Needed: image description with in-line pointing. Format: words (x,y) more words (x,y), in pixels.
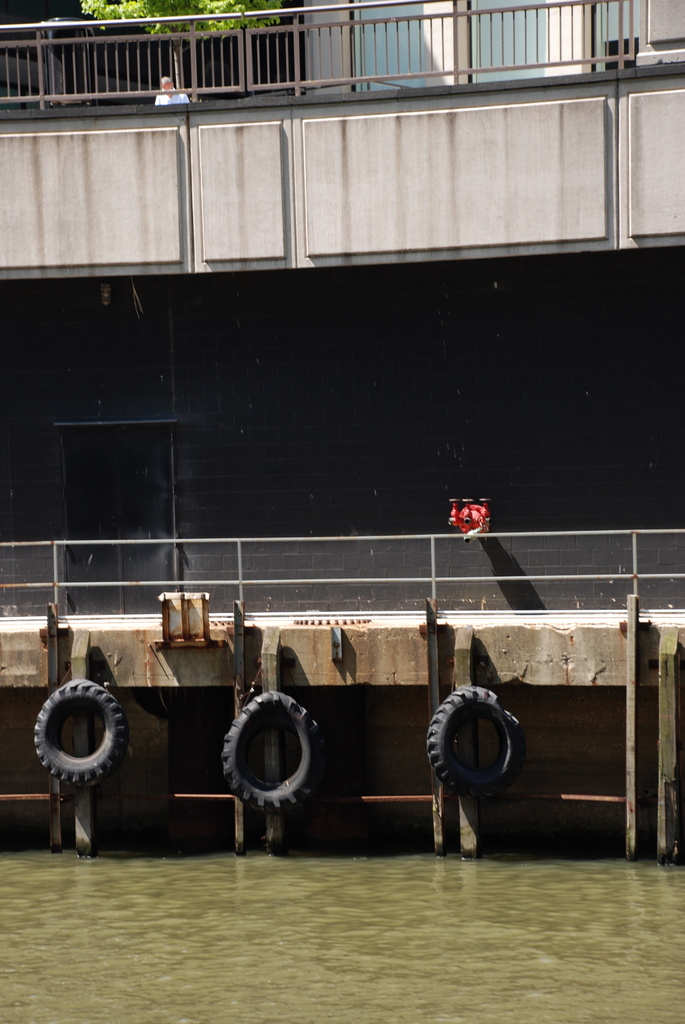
In the foreground of this image (422,981), at the bottom (383,1000), there is water (586,918). In the middle (314,553), there is railing (210,557), few tyres (461,708), wall (342,403) and a red color object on the wall (500,518). At the top (407,77), there is a railing (286,64), a tree (199,5), wall (450,20) and a person (167,79).
